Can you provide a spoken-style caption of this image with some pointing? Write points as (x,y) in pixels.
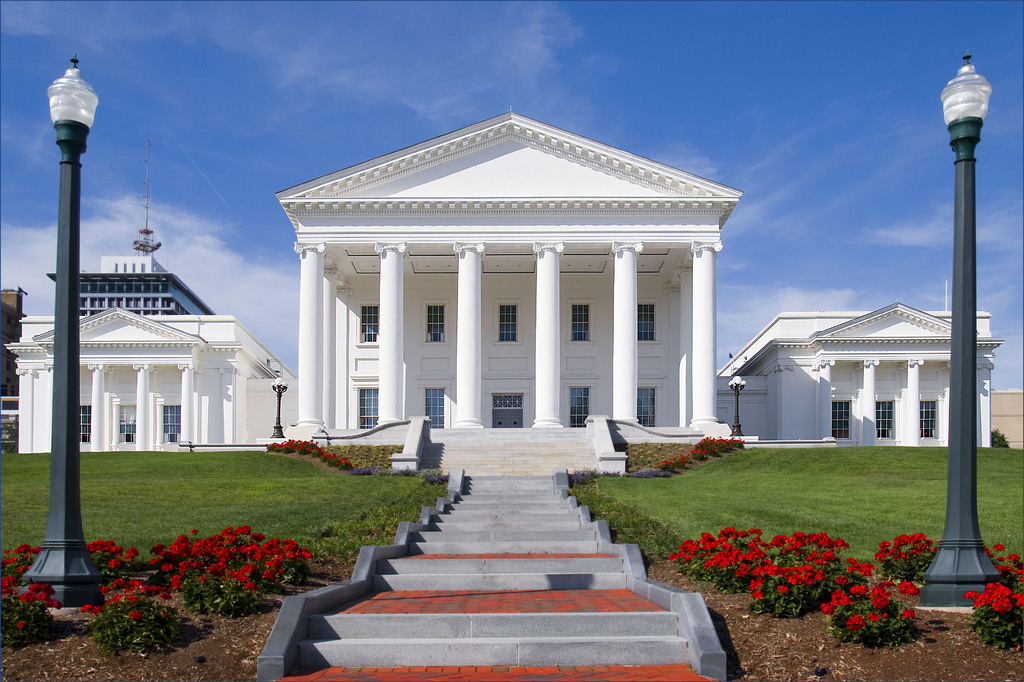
In this image there are plants (797,594) with flowers (233,580), grass (822,477), poles (967,238), lights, buildings (476,324), staircase (493,512), sky (214,240).
